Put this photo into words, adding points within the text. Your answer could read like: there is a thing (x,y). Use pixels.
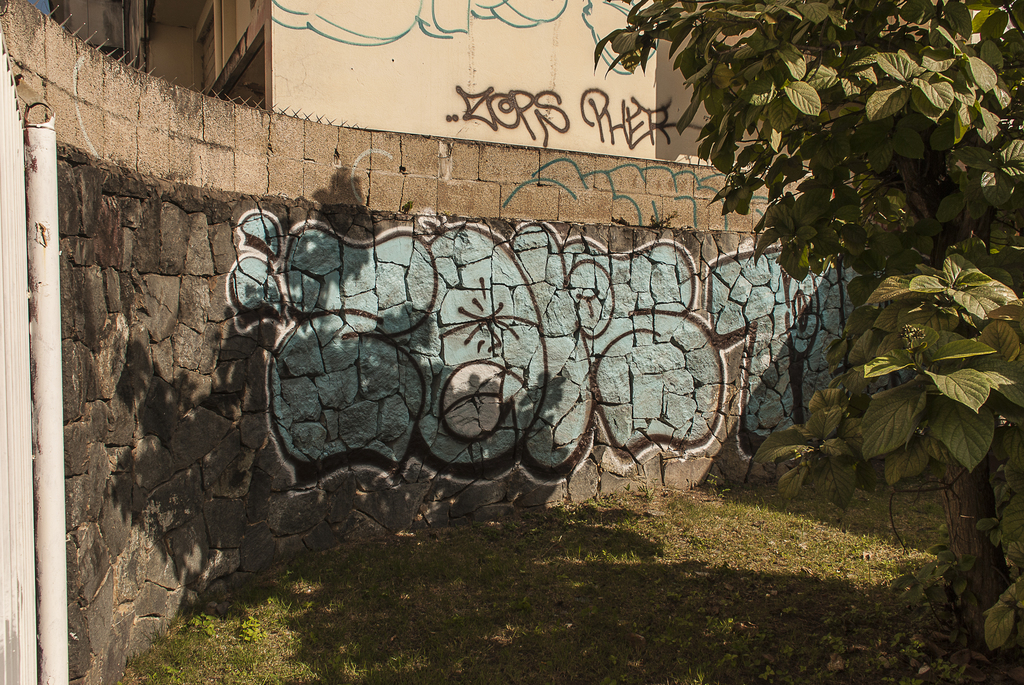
In this picture we can see grass (799,628) on the ground (835,599), here we can see trees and in the background (673,476) we can see a wall (686,483) with a painting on it.
